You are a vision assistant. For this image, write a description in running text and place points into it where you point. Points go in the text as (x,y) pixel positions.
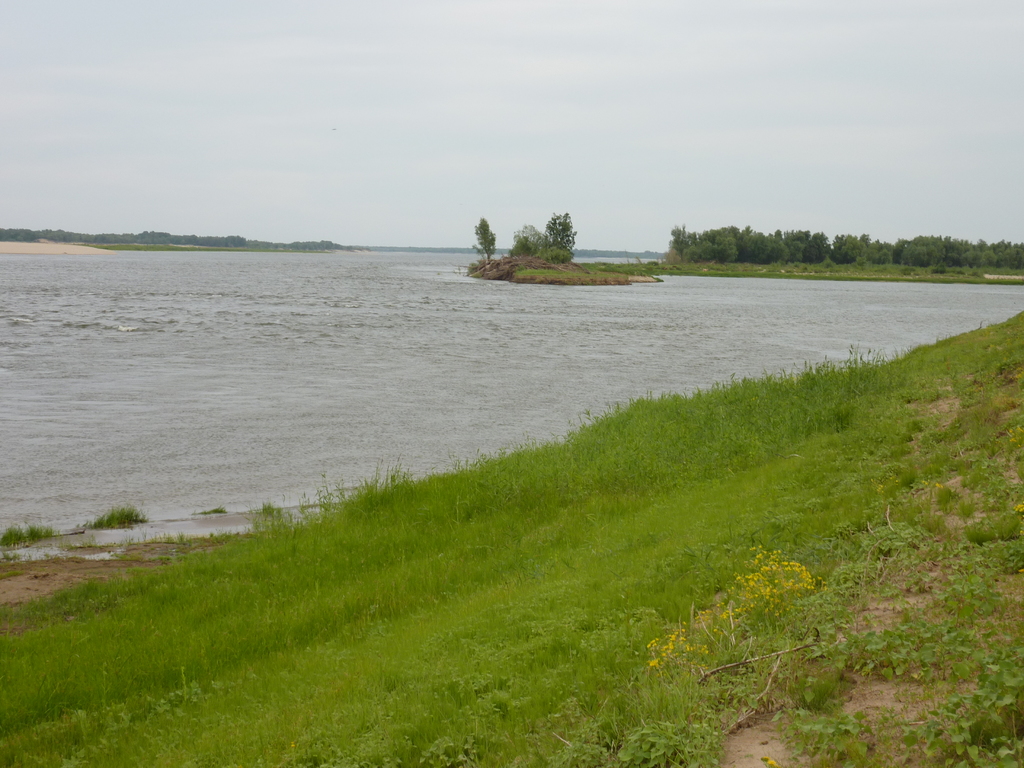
In this picture we can see grass (670,674) and some plants (847,662) at the bottom (810,681), there is water (270,330) in the middle (371,343), in the background (716,231) we can see some trees (360,246), there is the sky (216,225) at the top of the picture (387,232).
